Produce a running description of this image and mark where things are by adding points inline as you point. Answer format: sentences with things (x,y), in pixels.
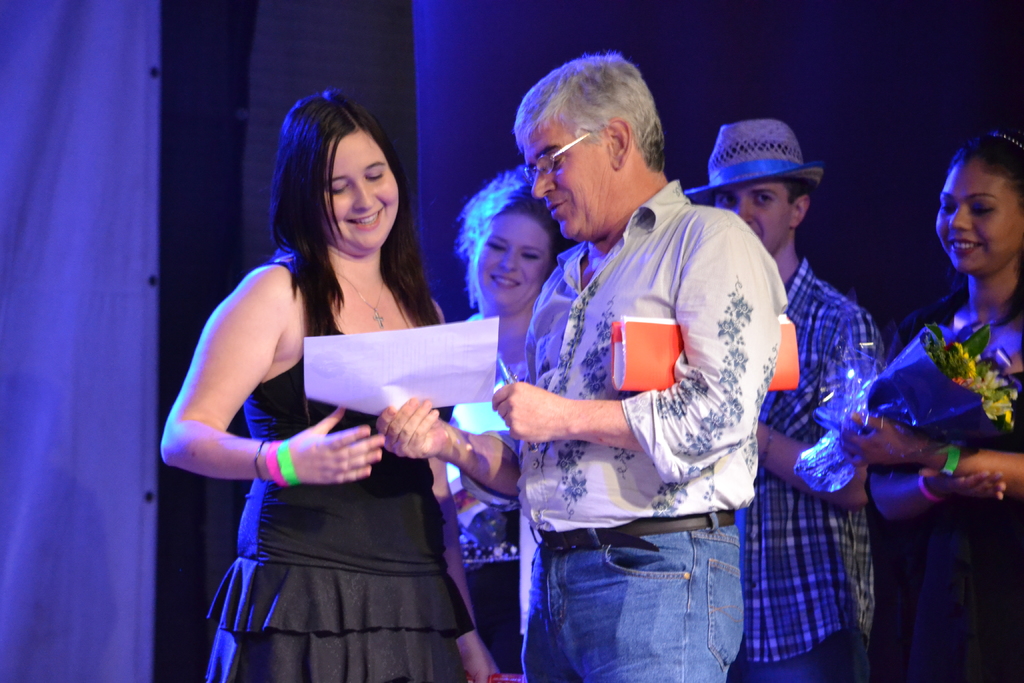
In this image, we can see some people (699,257) standing and there is a man (541,310) giving a white color paper (374,365) to the woman (284,389).
